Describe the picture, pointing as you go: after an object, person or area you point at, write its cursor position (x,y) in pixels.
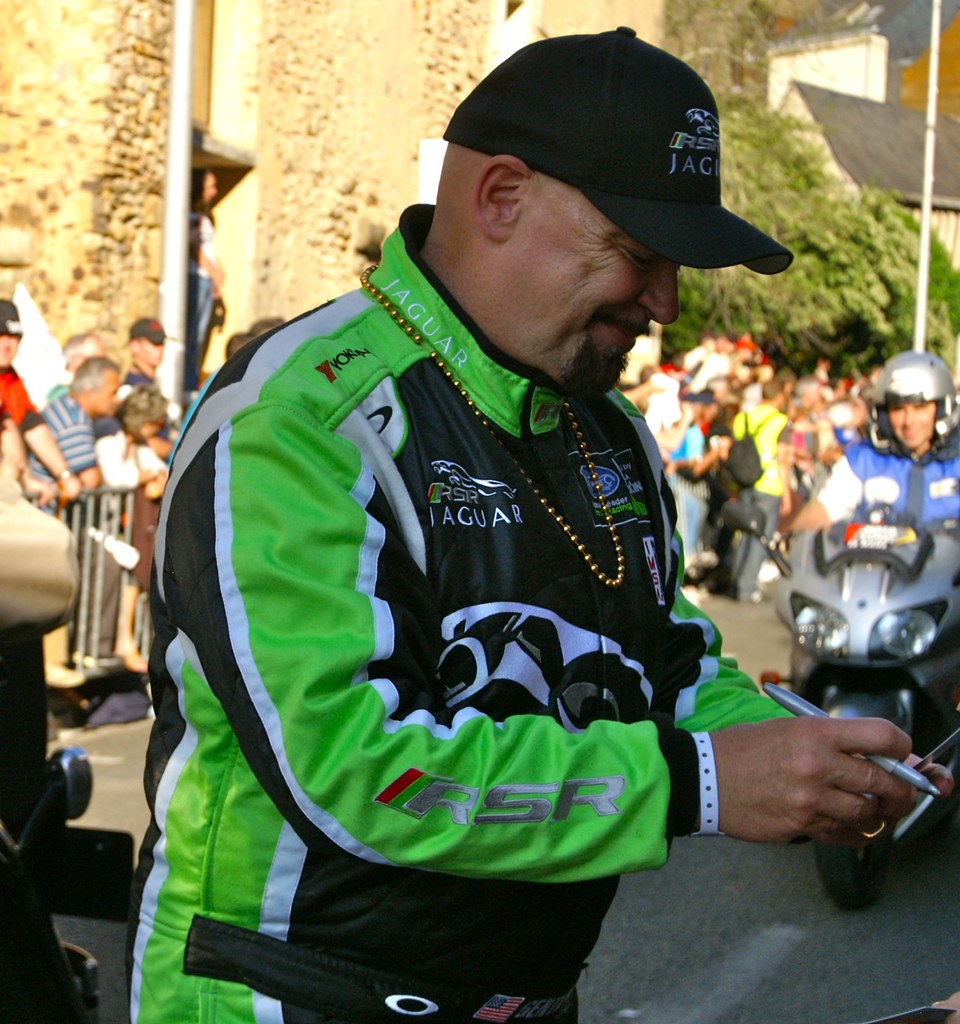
In this image there is person (456,652) wearing a black hat (552,114) and green jacket (338,483) and he was holding a pen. In the background (857,410) there are group of persons (74,365) standing around. In the right corner (890,509) there is a person (843,511) on a bike (855,891) and he is wearing a helmet (942,374).
